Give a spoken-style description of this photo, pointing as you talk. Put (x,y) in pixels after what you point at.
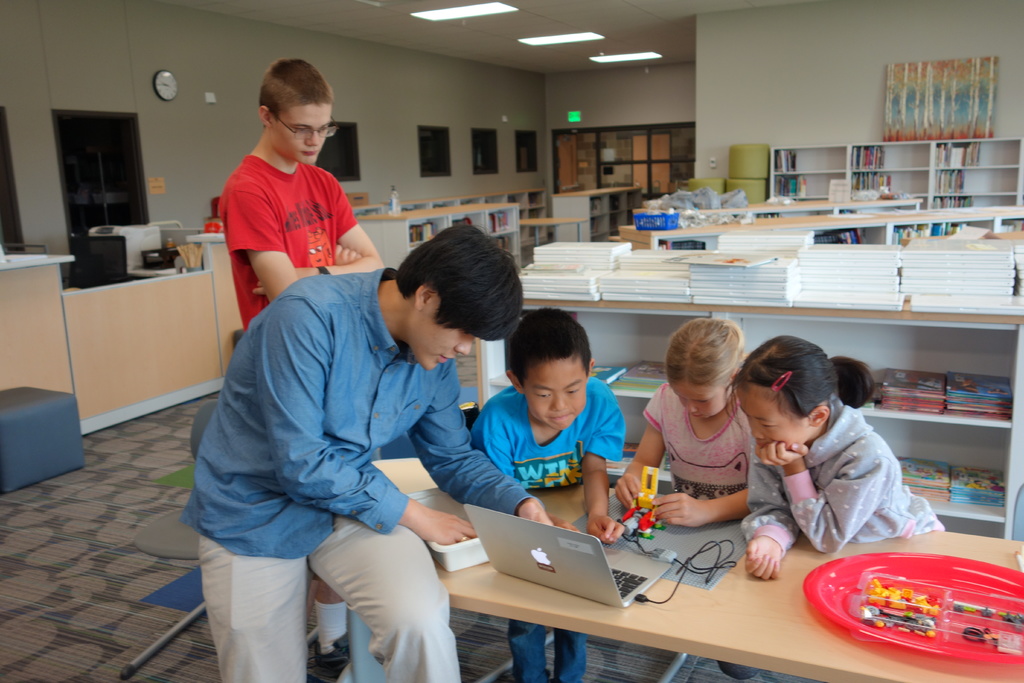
In this image, there are few peoples (380,622). The middle person (357,546) is sat on the bench (550,606), there are few items (978,612) are placed on it. And back side, we can see so many cupboards (850,176) few items (629,289) are there on it. We can see wall (207,122), clock (164,91), door (134,174), some painting (931,105). At the roof (568,54) we can see lights (475,11).
